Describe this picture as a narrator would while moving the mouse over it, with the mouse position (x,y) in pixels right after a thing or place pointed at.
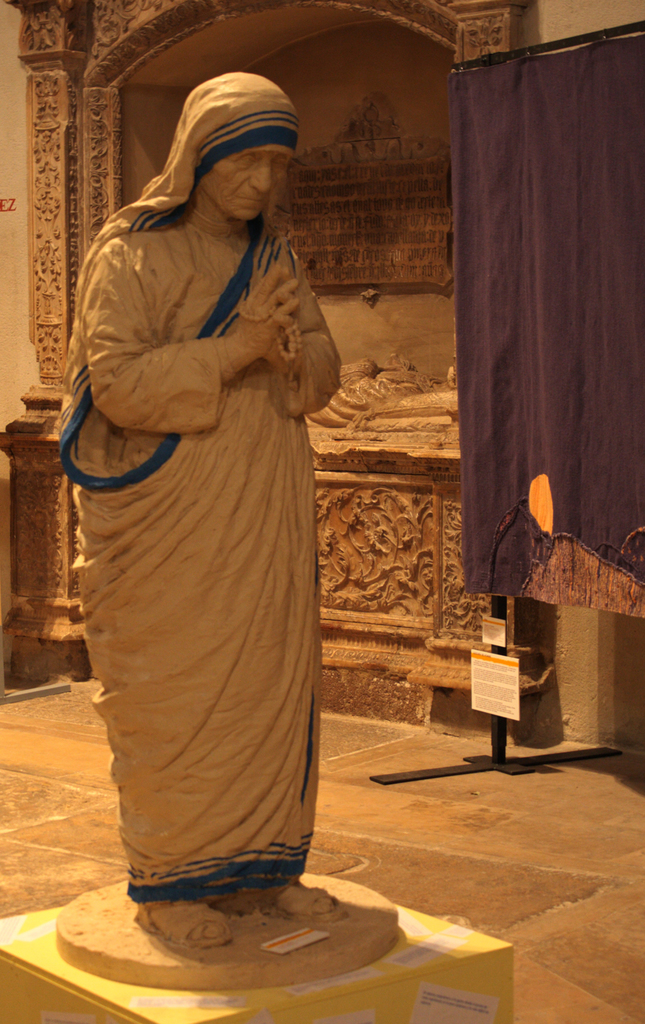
The picture there is a sculpture of Mother Teresa (209,712) and behind her there is another construction (421,496) and in the right side (474,416) there is a blue cloth (476,226).
